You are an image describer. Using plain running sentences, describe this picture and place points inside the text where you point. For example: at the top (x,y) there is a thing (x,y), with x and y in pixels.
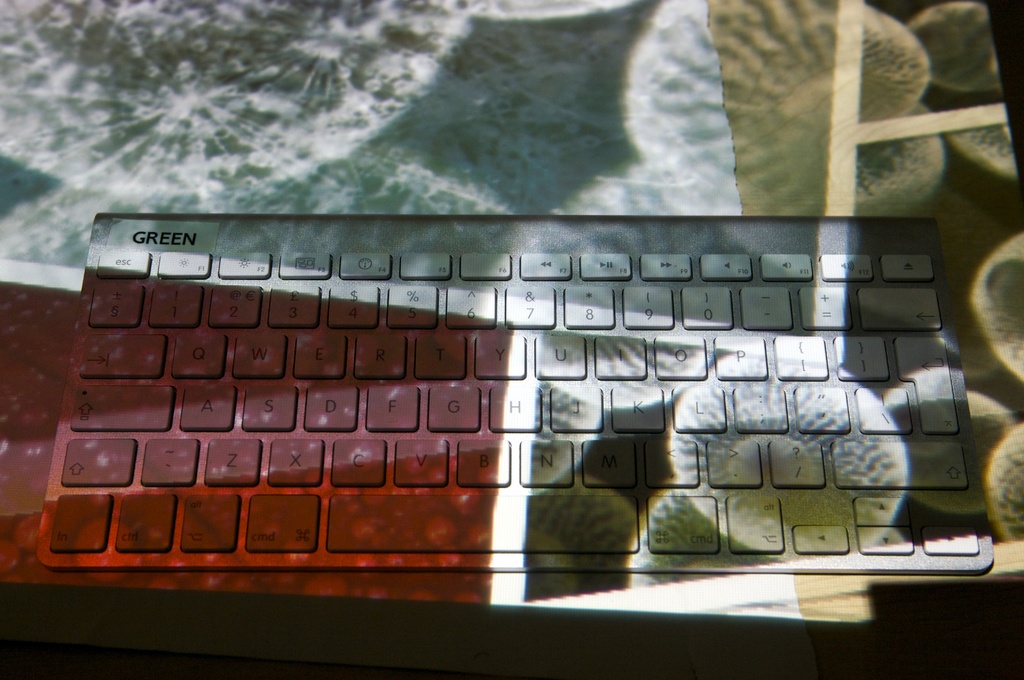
In the center of the image (554,265), we can see a keyboard (391,233) on the table (538,158) and there are some decor papers (429,71).
